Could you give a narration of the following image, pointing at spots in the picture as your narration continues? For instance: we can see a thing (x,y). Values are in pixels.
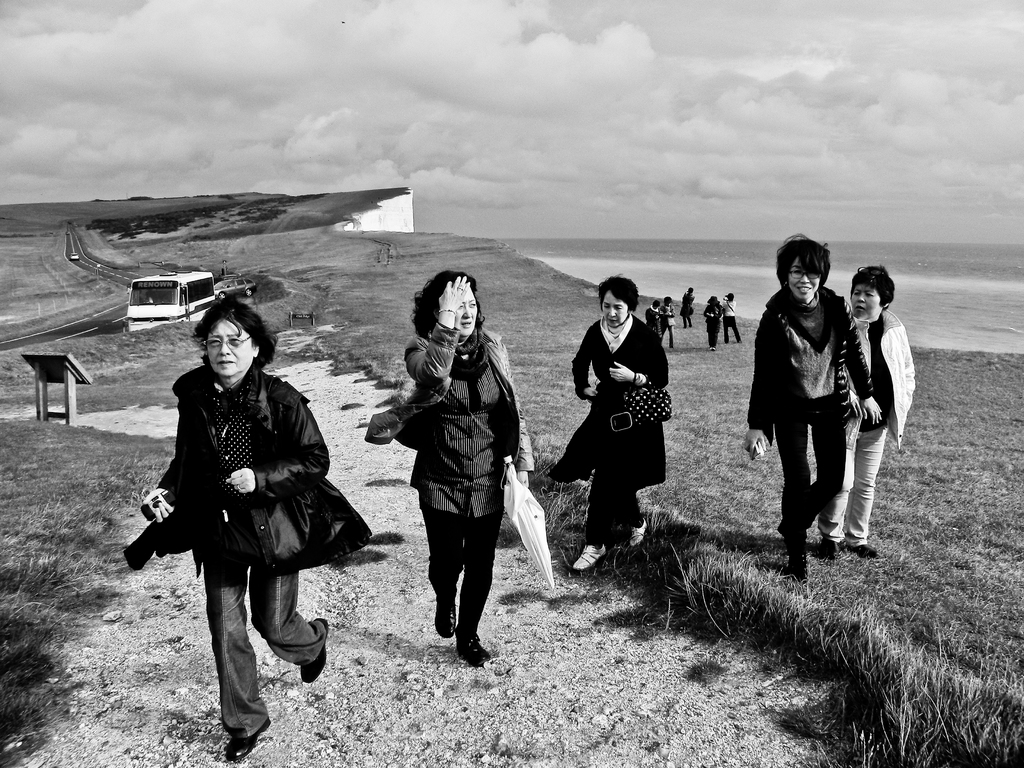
In front of the image there are a few people (890,355). Behind them there is a wooden table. There are vehicles (173,312) on the road (56,339). At the bottom of the image (685,607) there is grass (727,518) on the surface (698,458). In the background of the image (958,318) there is water (978,322). At the top of the image (631,78) there are clouds (643,59) in the sky (713,67).
